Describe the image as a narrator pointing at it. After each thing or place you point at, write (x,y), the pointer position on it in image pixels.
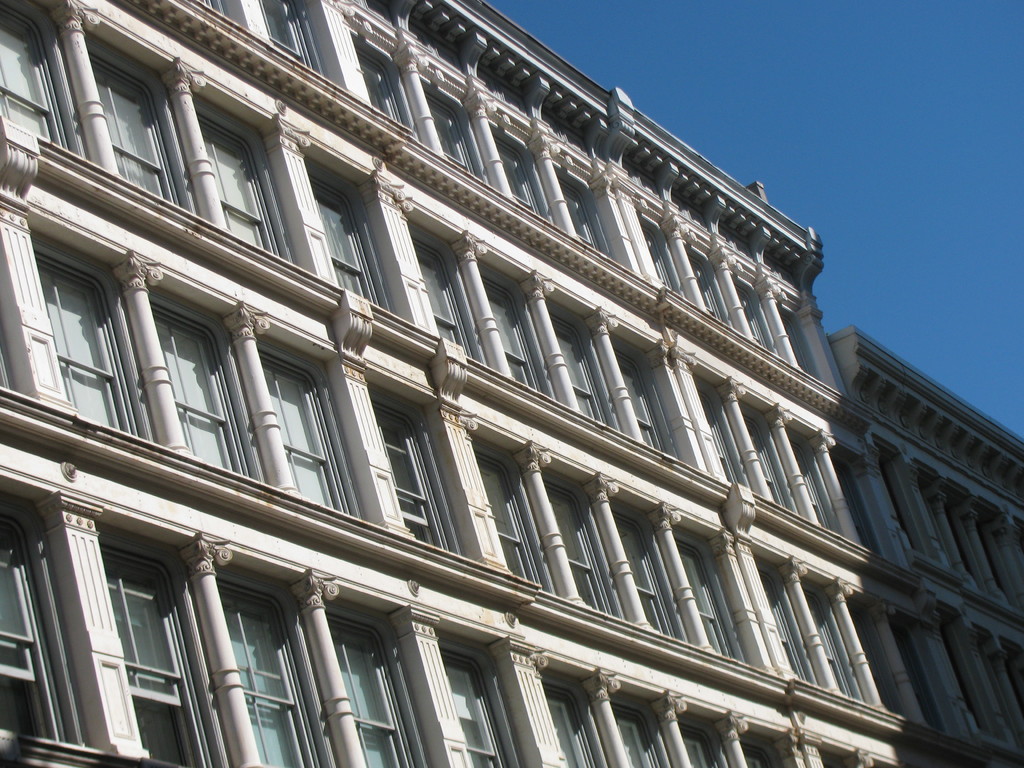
In this image I see a building (640,434) on which there are number of windows (305,438) and I see the blue sky (860,122) in the background (799,109).
